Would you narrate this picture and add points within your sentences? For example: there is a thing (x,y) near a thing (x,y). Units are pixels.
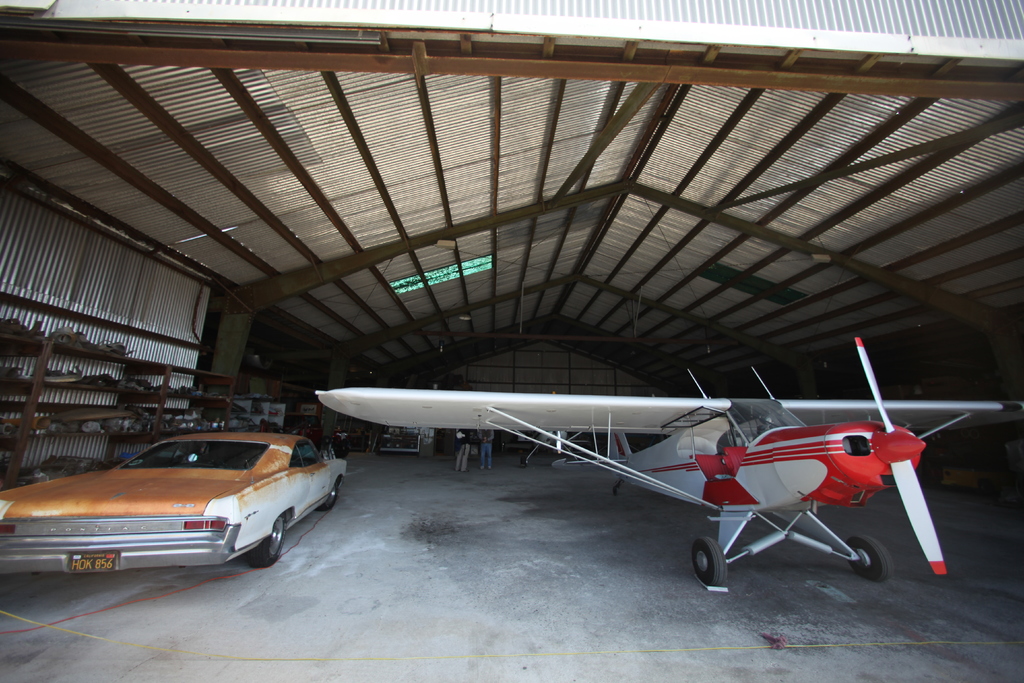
This image is clicked inside a shed (498,353). There are cars (238,492) and an aircraft (768,452) are parked on the ground (504,540). Behind the vehicles (323,478) there are a few people (485,441) standing. To the left (110,400) there are racks (151,398) near to the wall (178,357).
